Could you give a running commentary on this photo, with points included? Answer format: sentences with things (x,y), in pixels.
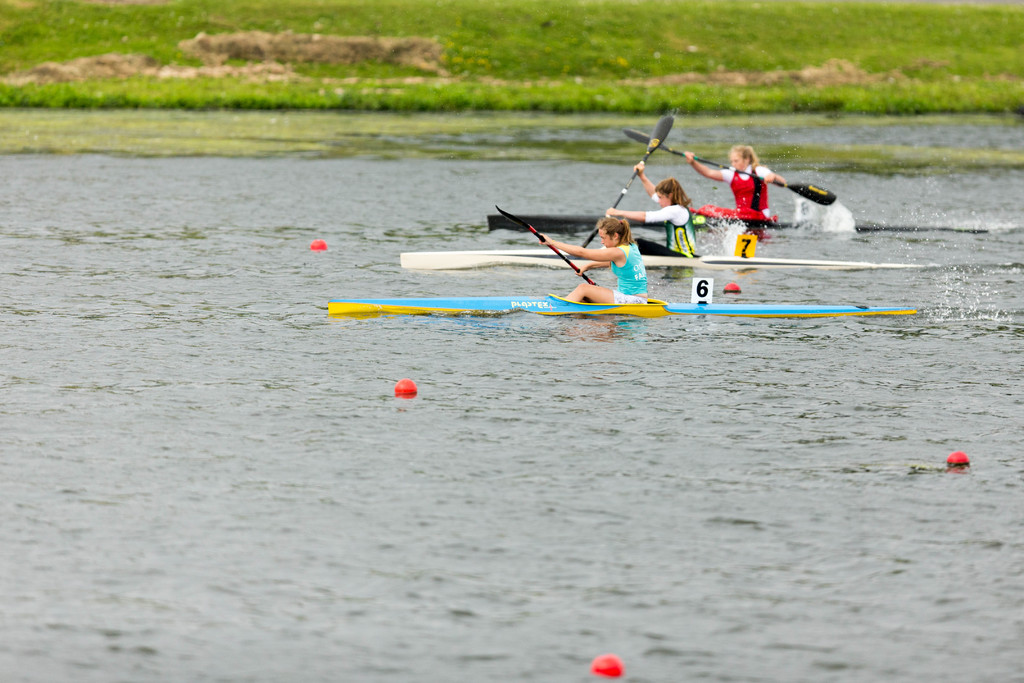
At the top of the image (359,3) I can see grass (715,59). Above the water (516,590) I can see people (608,234) sitting on boats (531,219) and holding paddles (653,145), to that boat's (699,309) there are number boards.
